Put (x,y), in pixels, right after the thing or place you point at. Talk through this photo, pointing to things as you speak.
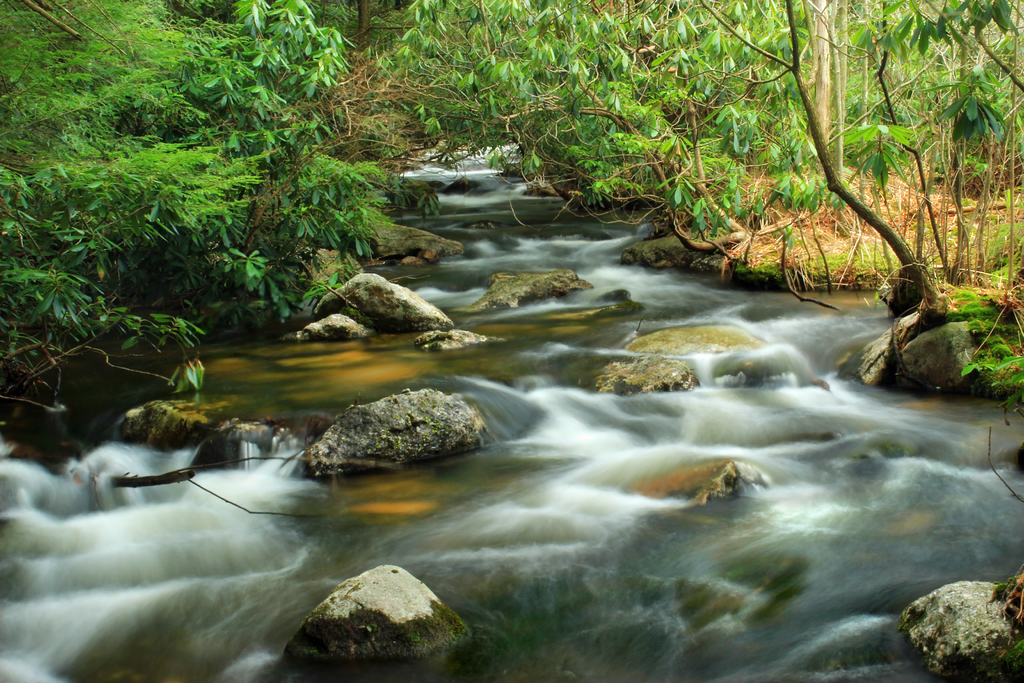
In this image we can see a water body (532,351), some stones (422,400), plants (661,76), grass (839,240) and a group of trees (697,104).
